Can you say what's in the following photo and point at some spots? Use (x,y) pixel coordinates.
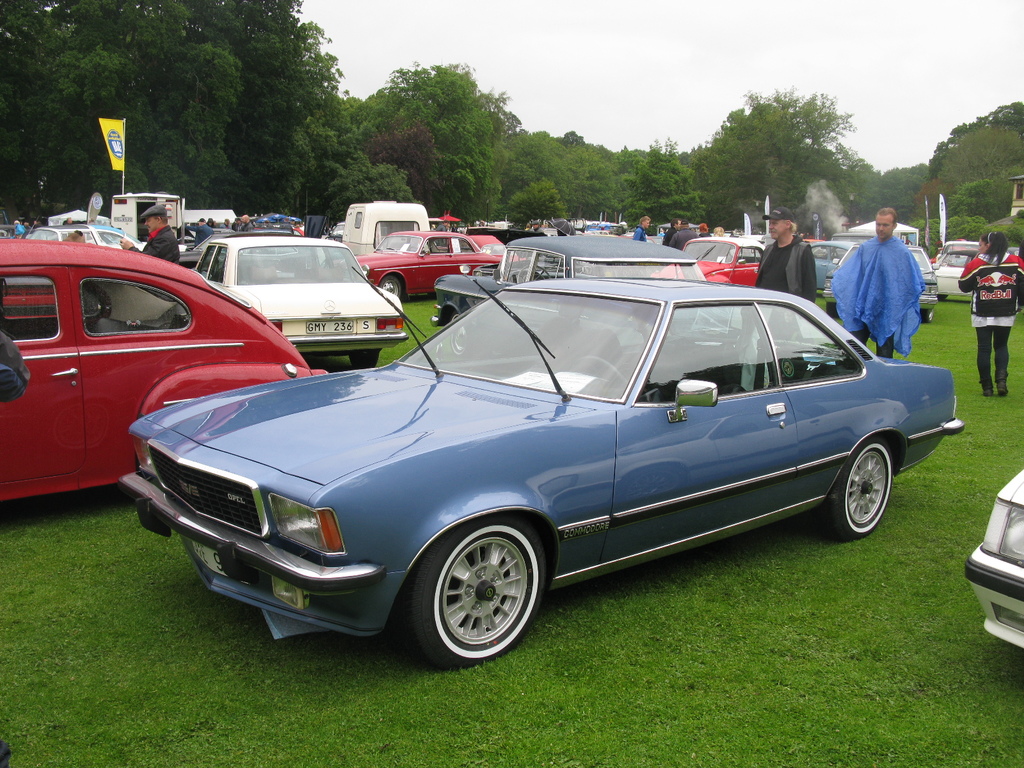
In this image I see number of vehicles (450,314) and I see the green grass (746,630) and I see number of people (159,233) and I see the yellow color banner (123,139) over here. In the background (389,168) I see the trees (598,179) and the sky (734,92) and I see the smoke (821,213) over here.
